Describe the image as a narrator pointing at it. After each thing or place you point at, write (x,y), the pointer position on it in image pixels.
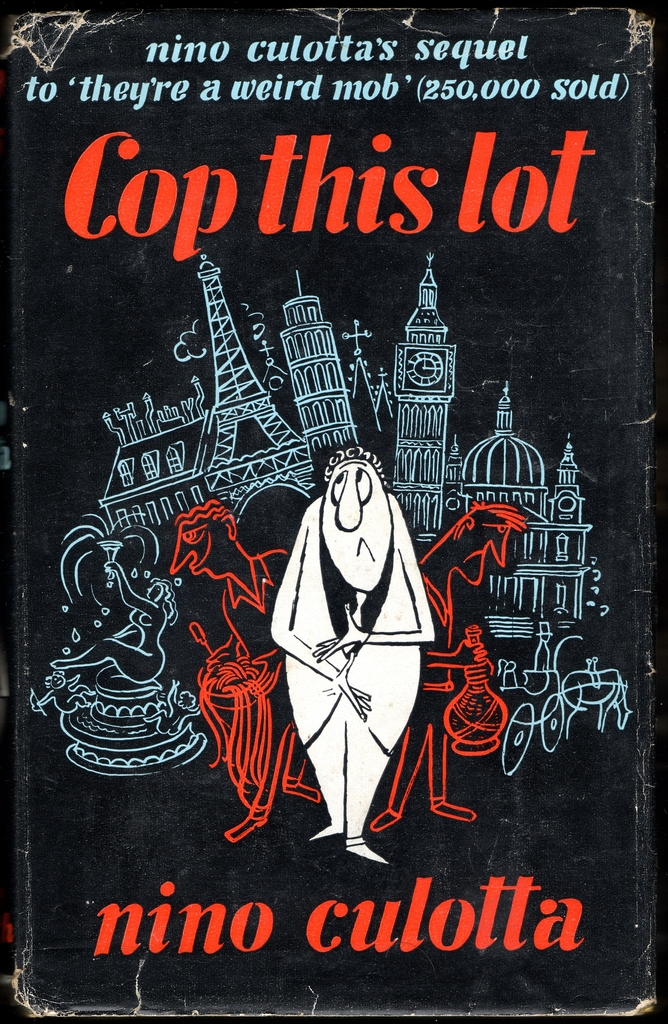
This is a poster and in this poster we can see buildings (452,357), horse cart (549,707), some people (445,645) and text (203,184).
